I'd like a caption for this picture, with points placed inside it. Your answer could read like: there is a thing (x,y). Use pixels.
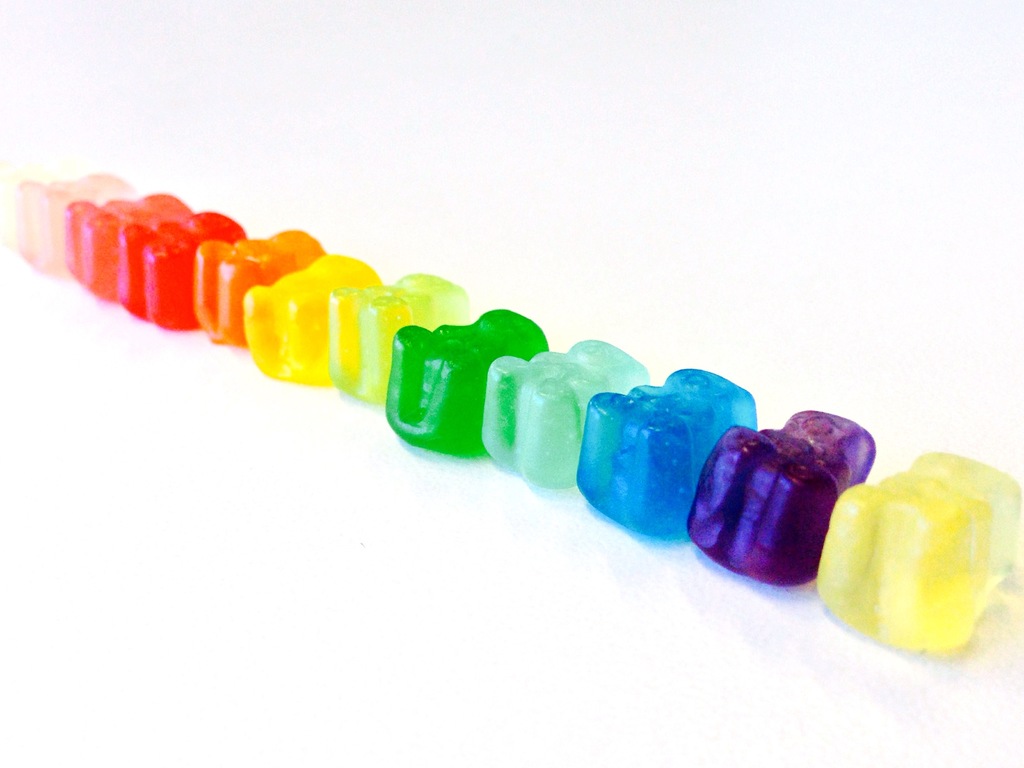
In this picture there are multi colour objects (456,368).
